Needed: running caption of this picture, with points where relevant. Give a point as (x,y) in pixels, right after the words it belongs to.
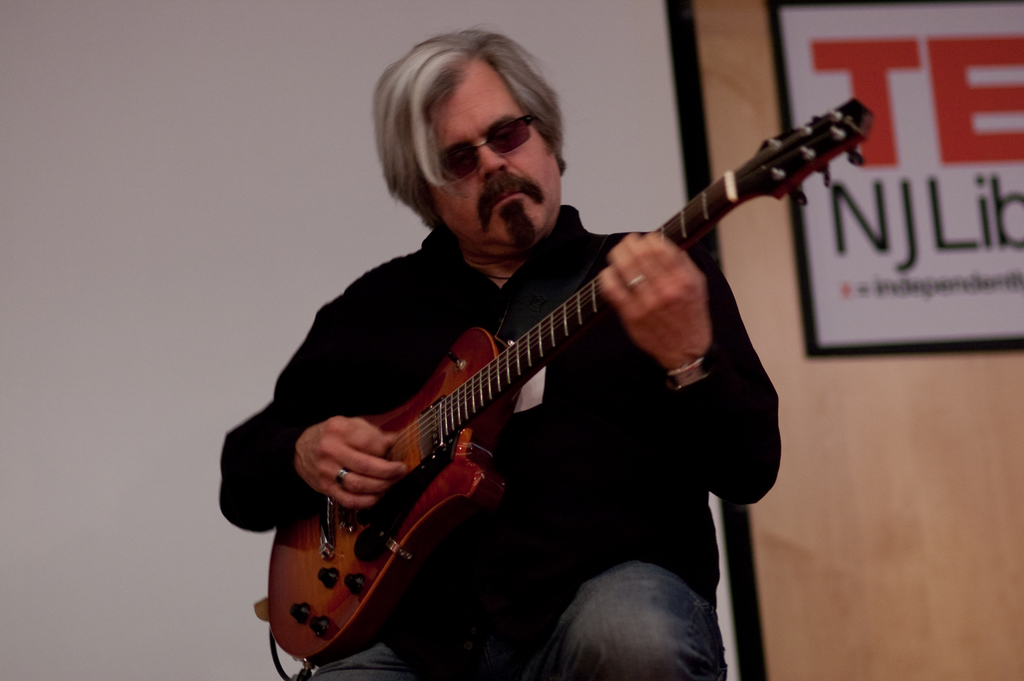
In this image, there is a person (454,265) who is playing guitar (494,370). This person (504,283) wearing clothes (566,247), sunglasses (515,132), ring (637,280) and watch (670,371). There is a screen (642,188) behind this person (590,428).
